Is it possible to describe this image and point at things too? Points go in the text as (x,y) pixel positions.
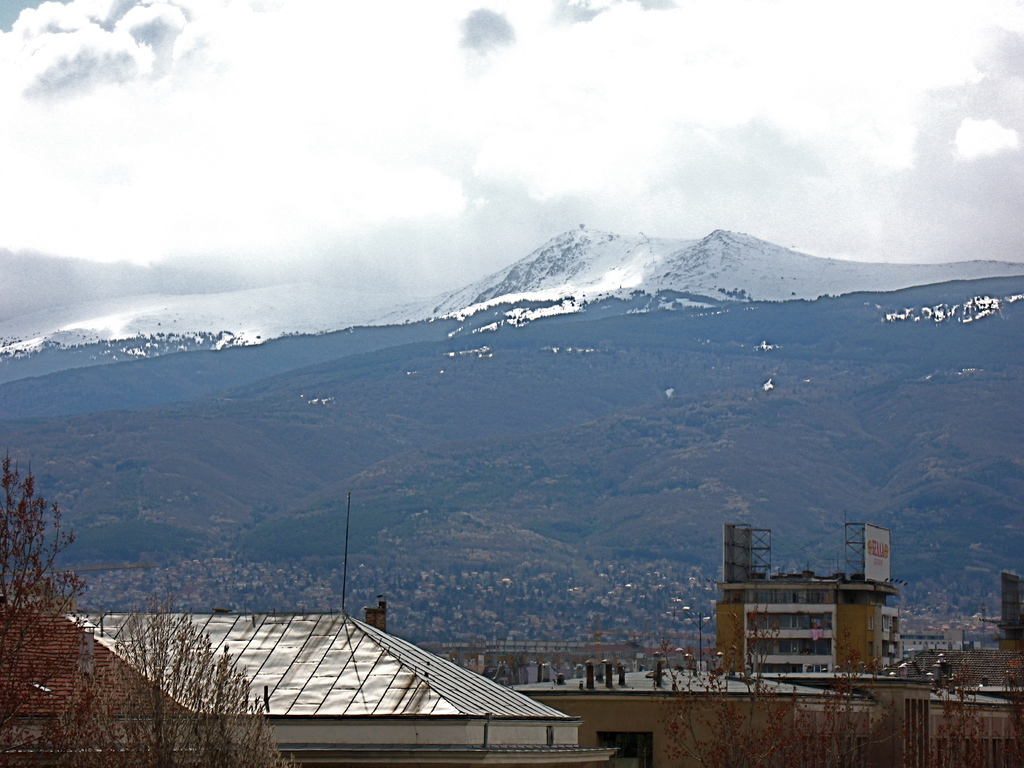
In this picture I can see buildings (656,665), trees (27,530) and mountains (533,361). In the background (440,132) I can see the sky (420,134).
